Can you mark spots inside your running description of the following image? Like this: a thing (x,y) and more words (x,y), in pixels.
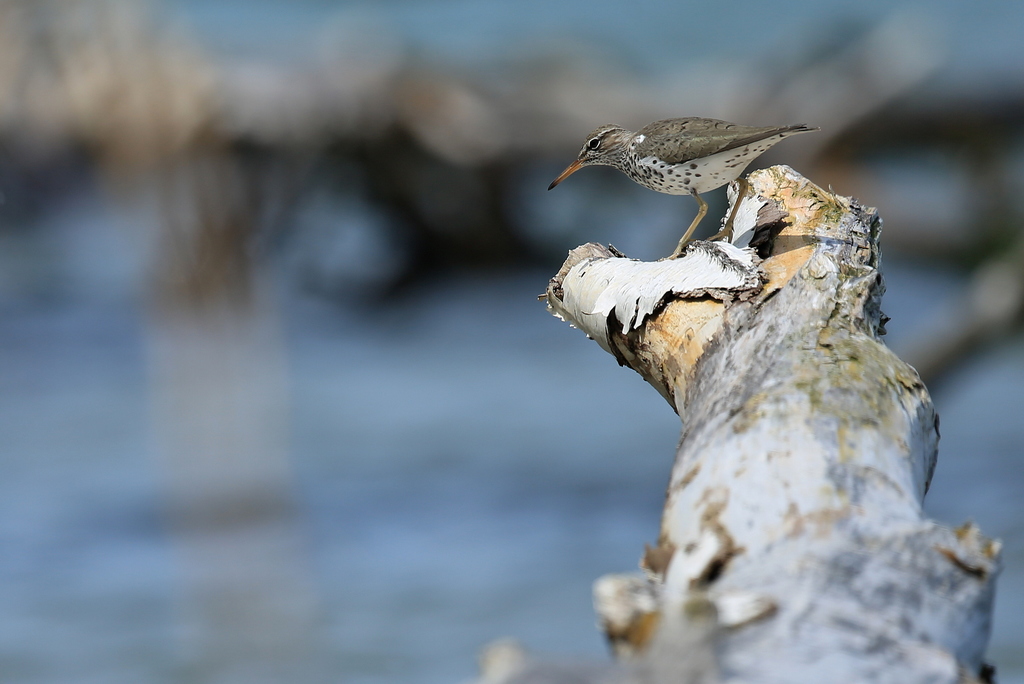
In this picture we can see a bird (699,189) standing on wood (707,240), we can see a blurry background (379,169).
